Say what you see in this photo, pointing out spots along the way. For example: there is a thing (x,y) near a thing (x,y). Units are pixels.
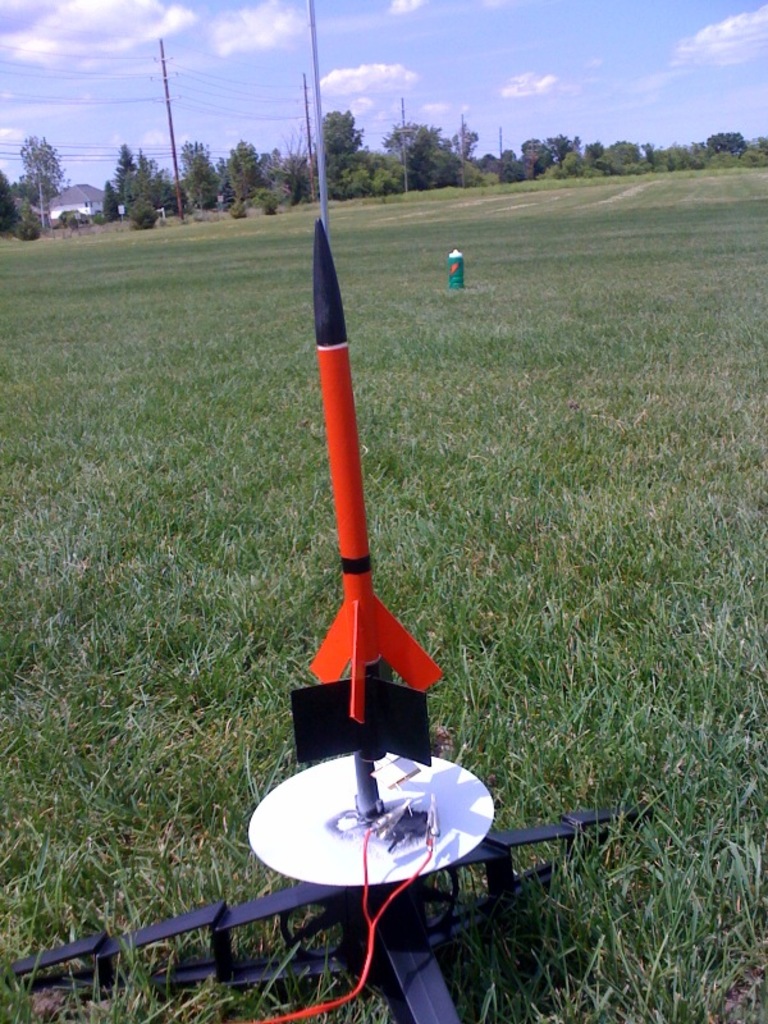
Front we can see a rocket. Land (738,235) is covered with grass (512,317). Far there are trees (142,180), current poles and house (85,198).
